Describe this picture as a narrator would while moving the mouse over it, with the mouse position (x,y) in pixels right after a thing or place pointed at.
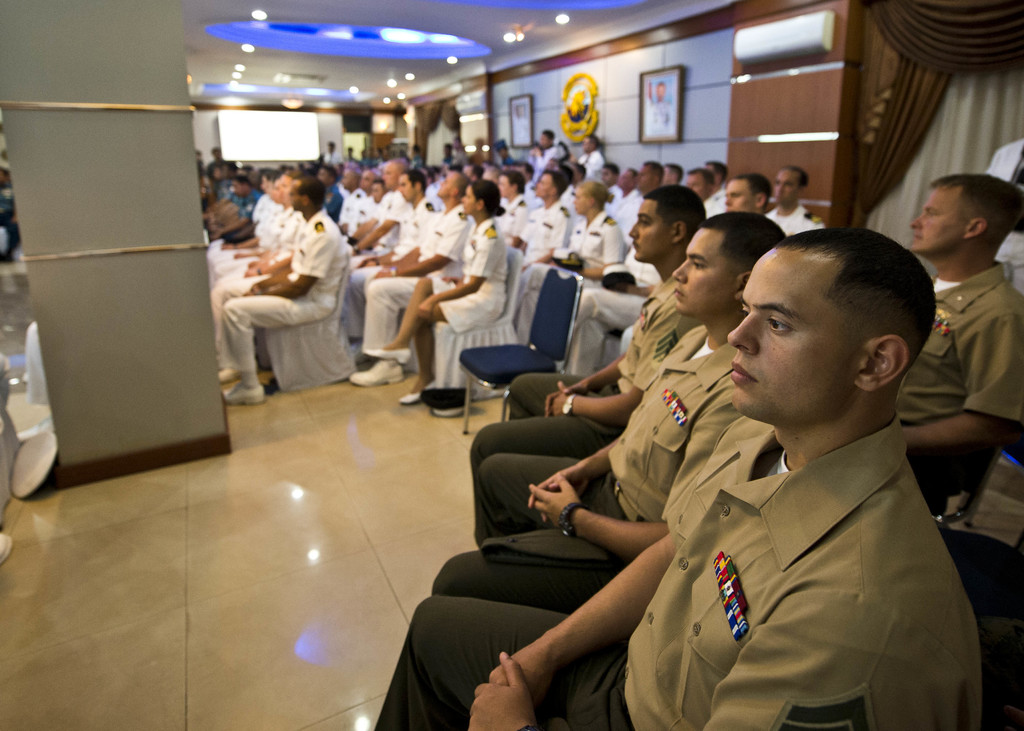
In the center of the image (676,372) we can see a group of people (428,272) are sitting on the chairs (509,300) and they are in different color uniforms (614,245). In the background (459,95) there is a wall (696,102), photo frames (669,118), curtains (930,84), lights (220,90), one board (297,143), one pillar (73,413), few people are standing and a few other objects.
